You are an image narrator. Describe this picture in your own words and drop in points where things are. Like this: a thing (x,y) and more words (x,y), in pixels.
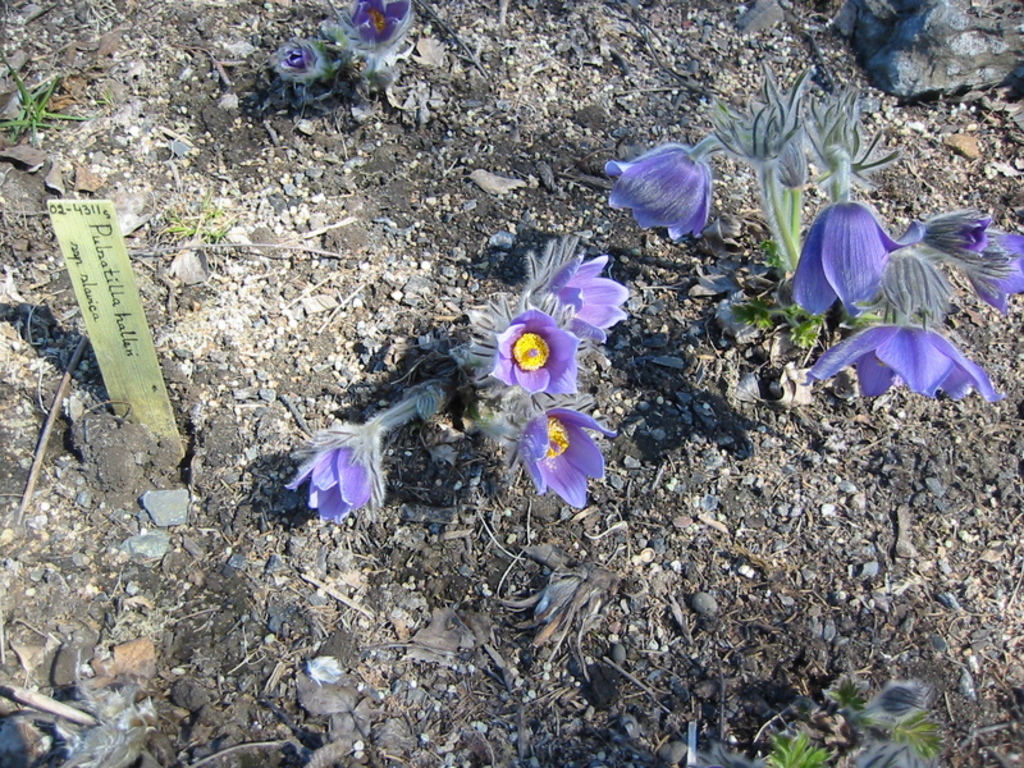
In this image I can see few flowers (567,354) to the plants (475,346). These plants (481,345) are on the ground (306,644). I can also see the stick (110,381) on the ground (96,374). And there is something is written on the stick (120,383). These flowers (562,495) are in yellow and purple color.
